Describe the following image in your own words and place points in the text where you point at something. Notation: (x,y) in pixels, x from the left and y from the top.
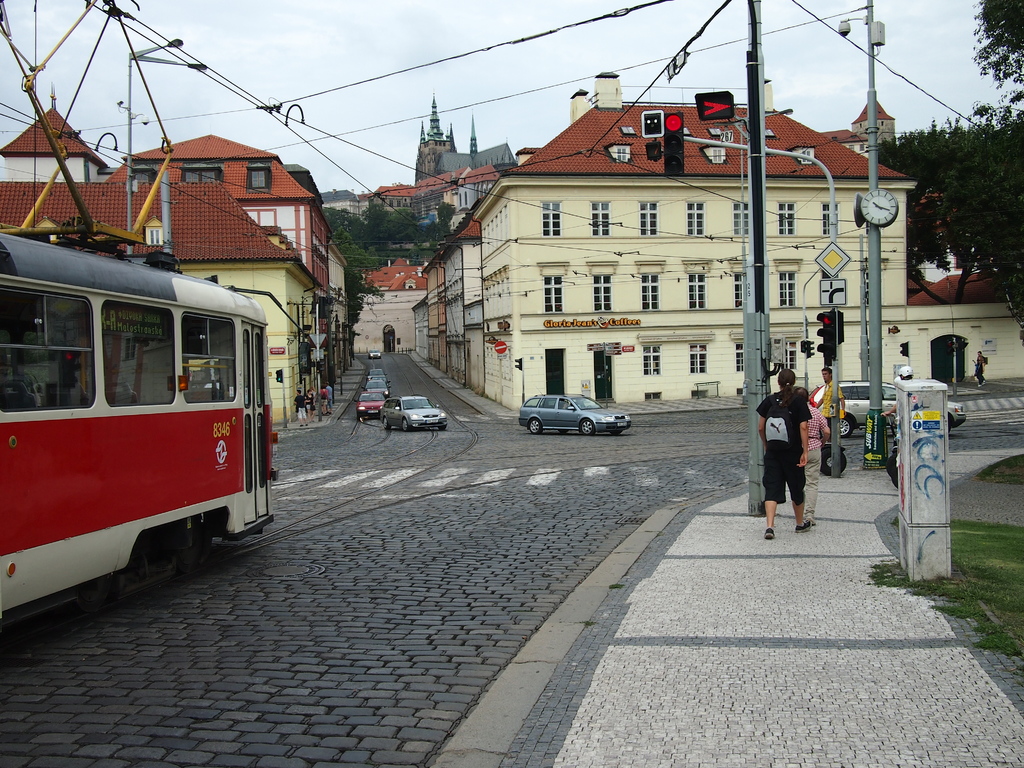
In this picture I can observe some cars (406,403) moving on the road (581,436). On the left side (237,389) there is a tram (57,446) moving on the tramway (326,507). On the right side (814,428) there are some people (792,446) walking on the footpath (760,644). In the background (338,286) there are buildings (332,264), trees (945,193) and sky (451,33).
